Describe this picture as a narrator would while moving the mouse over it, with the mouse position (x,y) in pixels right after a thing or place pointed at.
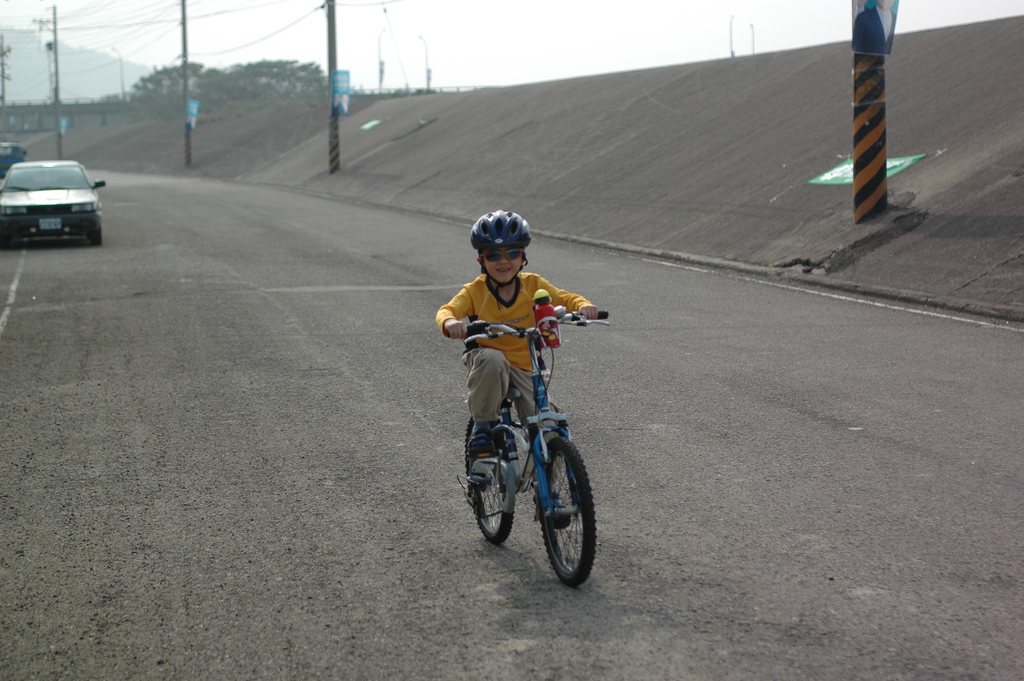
In this image I can see a boy (514,276) is cycling a cycle (534,380) and he is wearing a helmet (494,232) and shades (504,256). In the background (45,207) i can see a car (77,192), few poles (2,78) and trees (277,85).
